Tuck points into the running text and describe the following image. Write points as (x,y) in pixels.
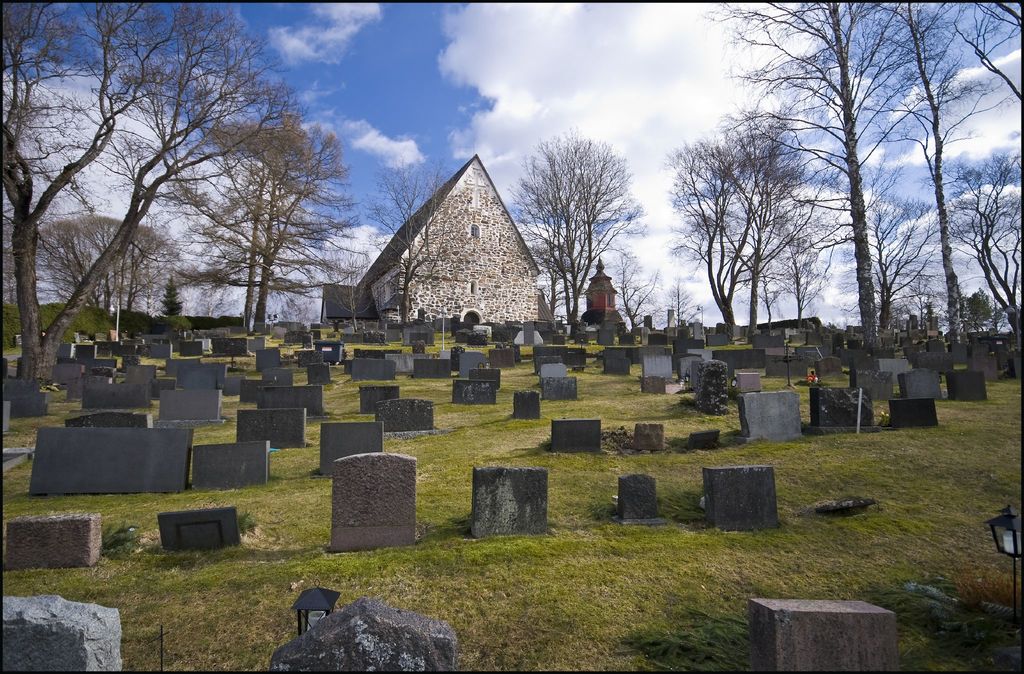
This is a picture taken in the cemetery (324,447). In the foreground (459,490) there are gravestones (411,462). In the center of the picture (490,268) there are trees (759,261) and church (469,220). Sky (427,116) is cloudy.
